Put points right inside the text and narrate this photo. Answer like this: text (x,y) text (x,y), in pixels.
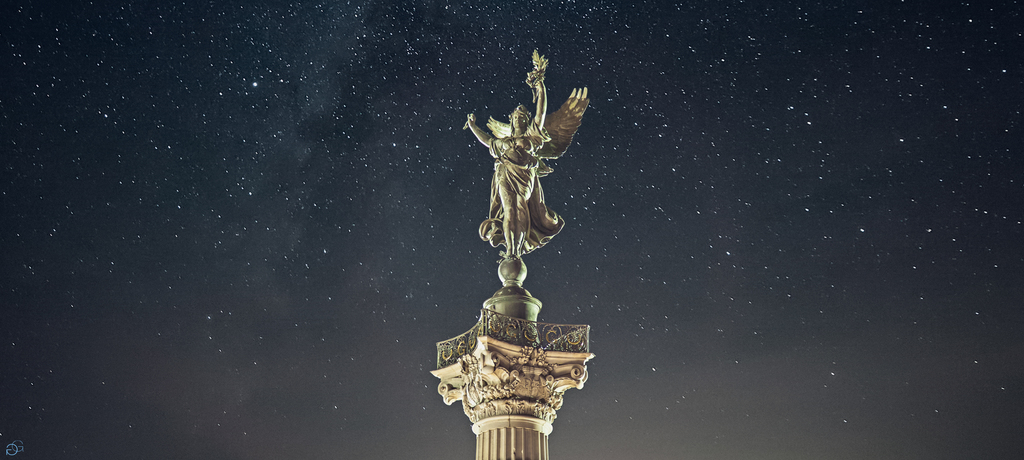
In this image we can see a statue (528,183) in the middle of the image (523,172) and in the background (198,203), we can see the stars (506,36) in the sky (494,289).
